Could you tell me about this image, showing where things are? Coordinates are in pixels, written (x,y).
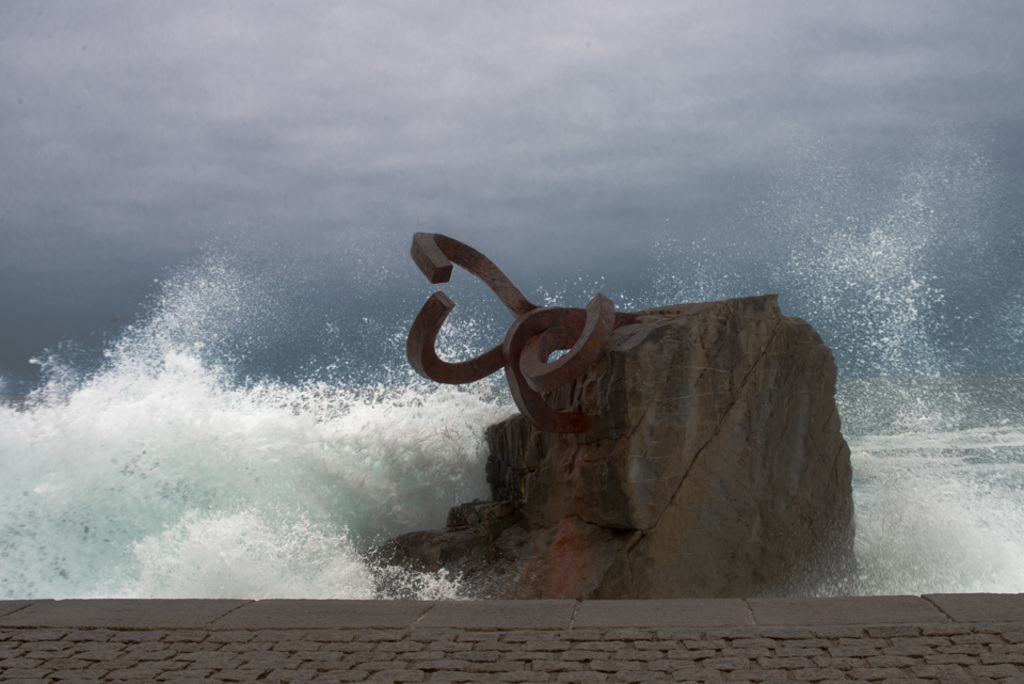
In this picture we can see the small rock mountain (687,561) at the seaside (116,494) with round metal frames (504,357). Behind there is a sea waves (343,464). In the front (243,633) bottom side there is a cobblestone (951,683) on the walking area (951,683).
